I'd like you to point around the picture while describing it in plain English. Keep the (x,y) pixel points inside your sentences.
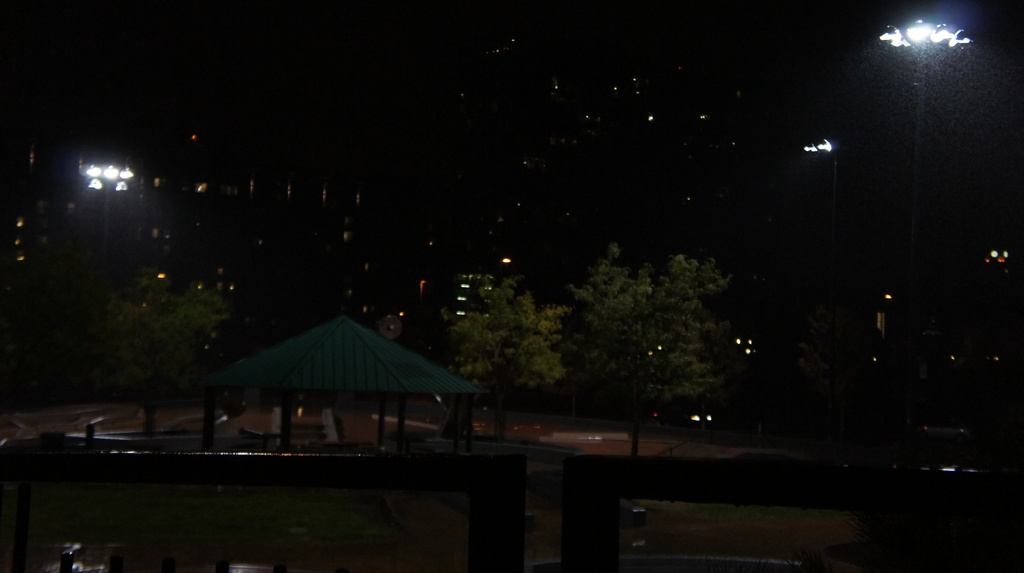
In this image I can see the dark picture in which I can see few metal rods (495,502), the ground (742,454), few buildings (185,233), few trees (143,319) which are green in color, few street light poles (935,30), few lights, the green colored roof (319,356) and the dark sky (571,79).
